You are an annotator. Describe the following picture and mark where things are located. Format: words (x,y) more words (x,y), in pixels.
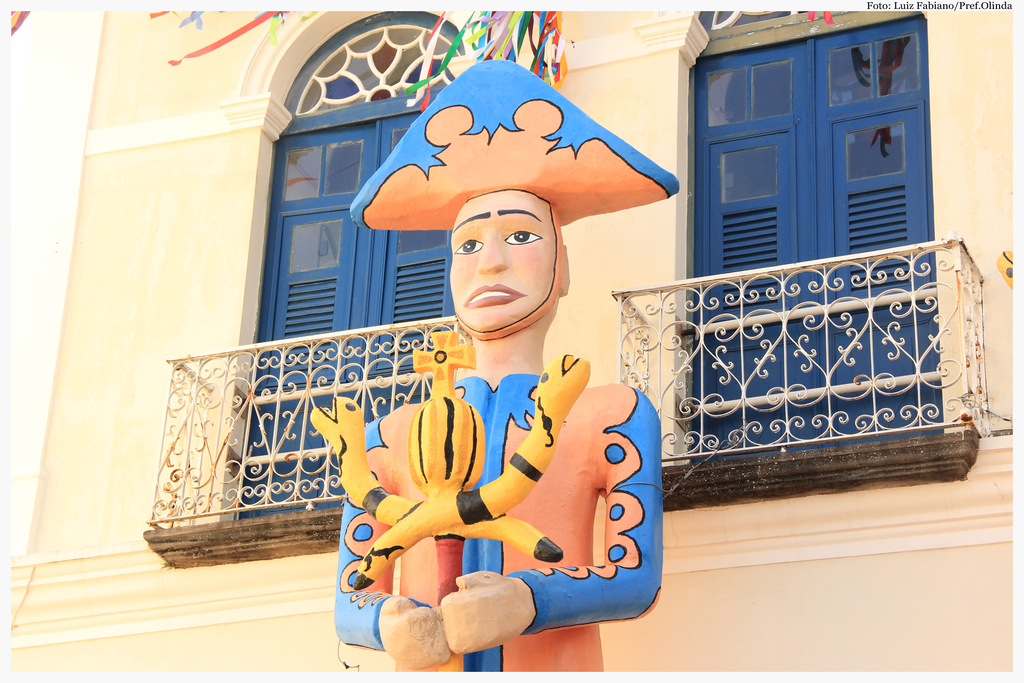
There are two doors (350,150) to the building (714,390) and in front of the building (742,376) there is a sculpture (454,401).
